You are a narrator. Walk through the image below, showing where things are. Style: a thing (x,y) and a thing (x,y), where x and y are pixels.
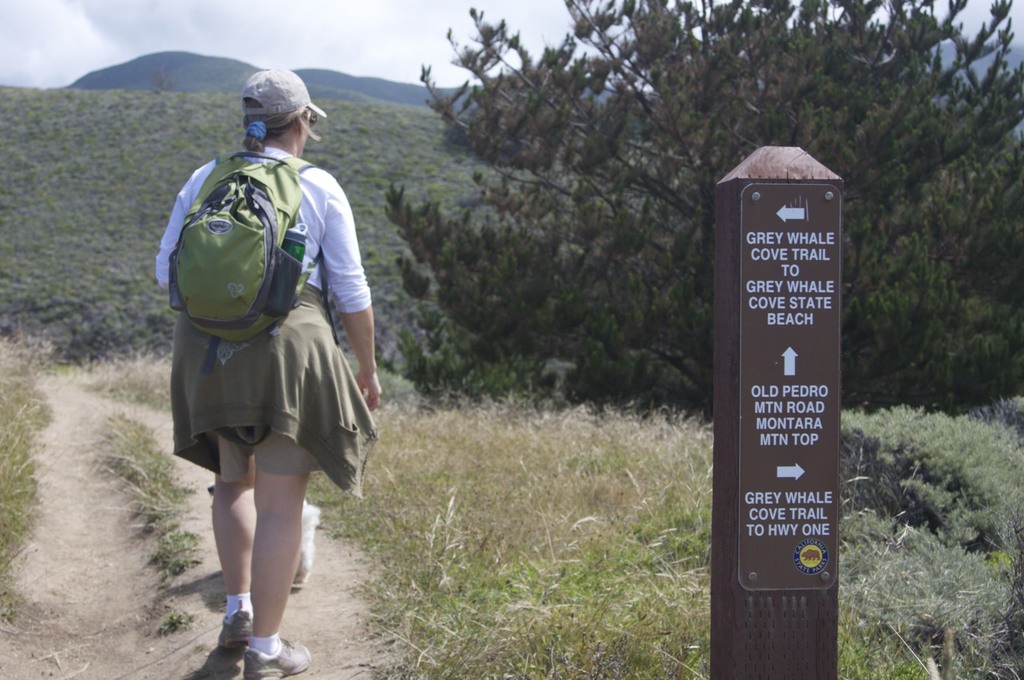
In the image we can see there is a woman (313,247) who is standing and carrying backpack (245,243) and in front there are trees (586,227) and the ground (565,513) is filled with grass (606,492).
